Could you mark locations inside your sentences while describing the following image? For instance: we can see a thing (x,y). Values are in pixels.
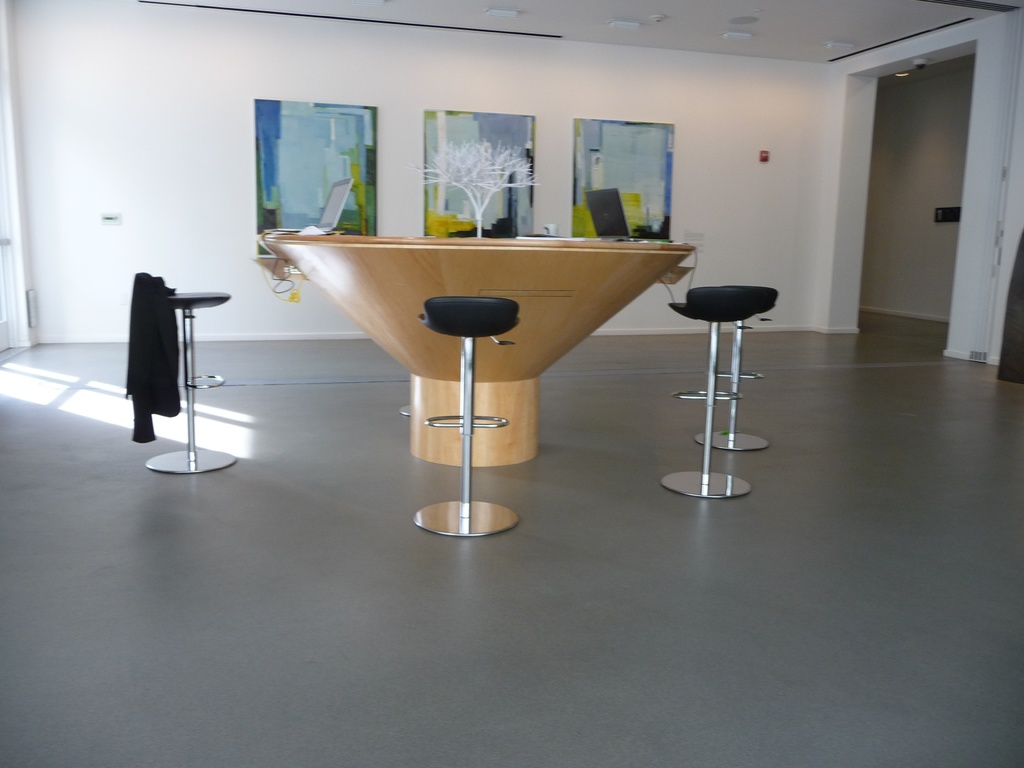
In this image there is a round table (426,245) with a flower vase (477,205), laptops (600,201) and a few other objects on it, around them there are chairs (175,468), one of the chair (198,297) there is a cloth (170,324). In the background (659,180) there are frames (644,120) hanging on the wall (668,91). At the top of the image (771,13) there is a ceiling (657,14).
